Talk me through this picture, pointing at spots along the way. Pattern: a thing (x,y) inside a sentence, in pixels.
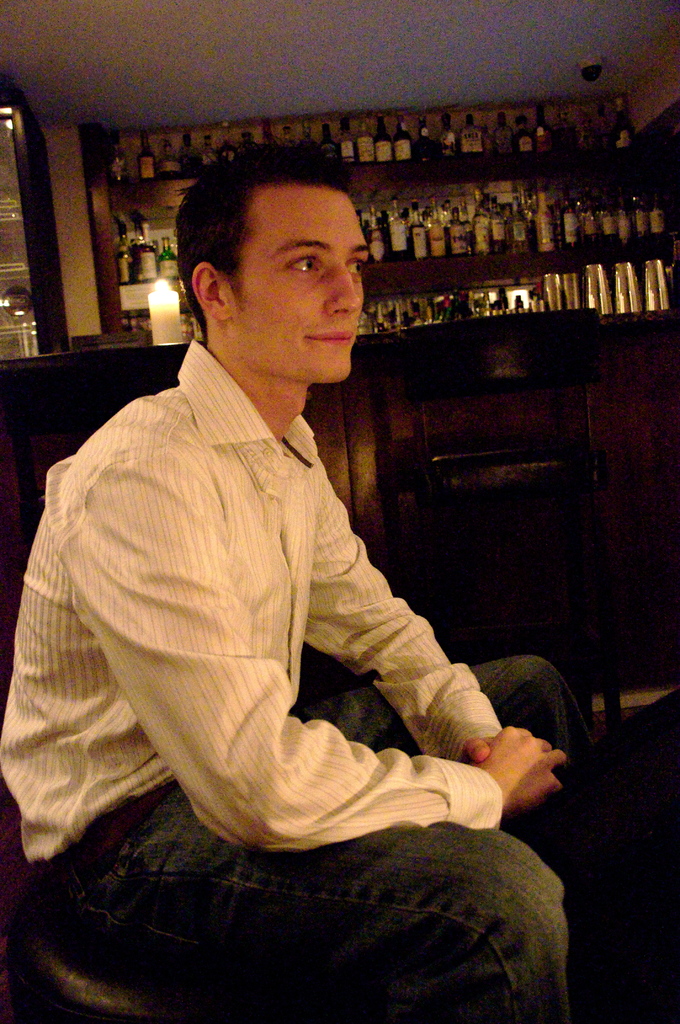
In this image in the front (216,608) there is a man (250,672) sitting. In the center (390,522) there is an empty chair (487,496). In the background (155,315) there are bottles (454,295), there is a candle (167,340).
